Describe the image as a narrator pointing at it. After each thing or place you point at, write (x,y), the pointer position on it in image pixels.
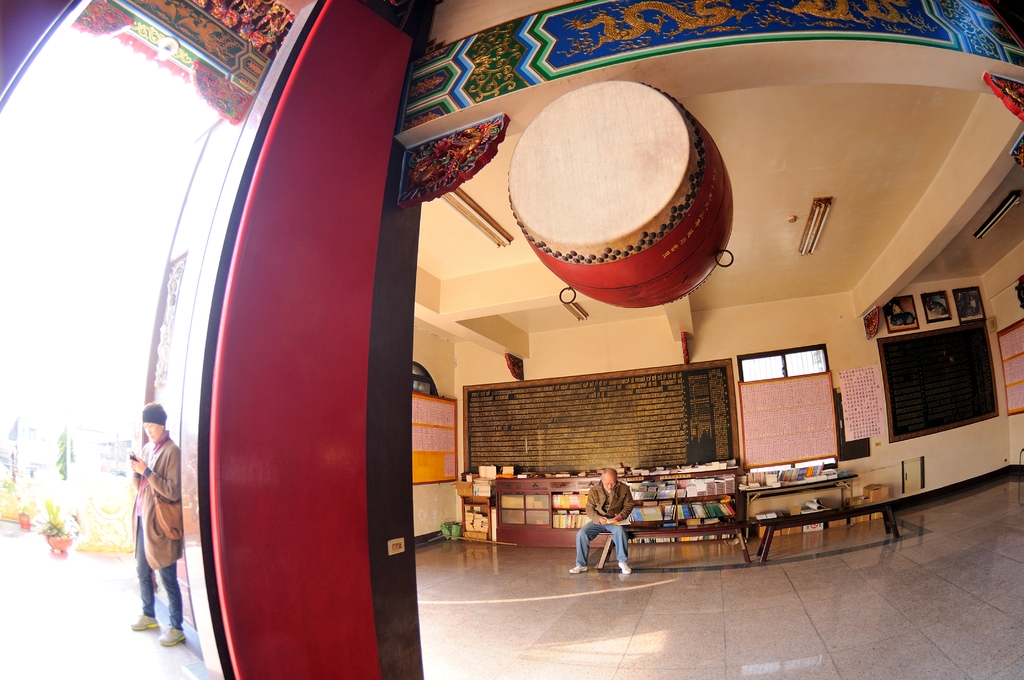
This picture shows a man (166,465) standing holding a mobile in his hand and we see other man (610,476) seated on the bench (683,529) and we see few books (715,470) on his back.
